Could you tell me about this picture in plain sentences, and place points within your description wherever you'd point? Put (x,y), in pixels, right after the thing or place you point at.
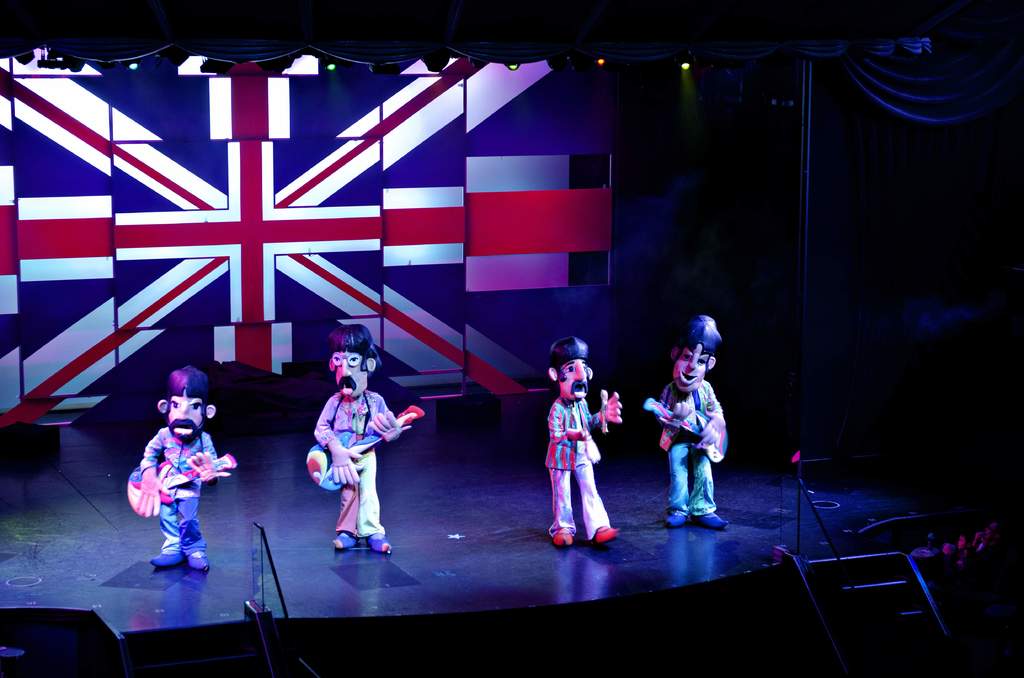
In this picture I can see four mascots (608,426) on the stage (440,550), there are stairs (845,580), focus lights (447,57), there are curtains (432,51), and in the background (414,245) there is a screen (474,303).
